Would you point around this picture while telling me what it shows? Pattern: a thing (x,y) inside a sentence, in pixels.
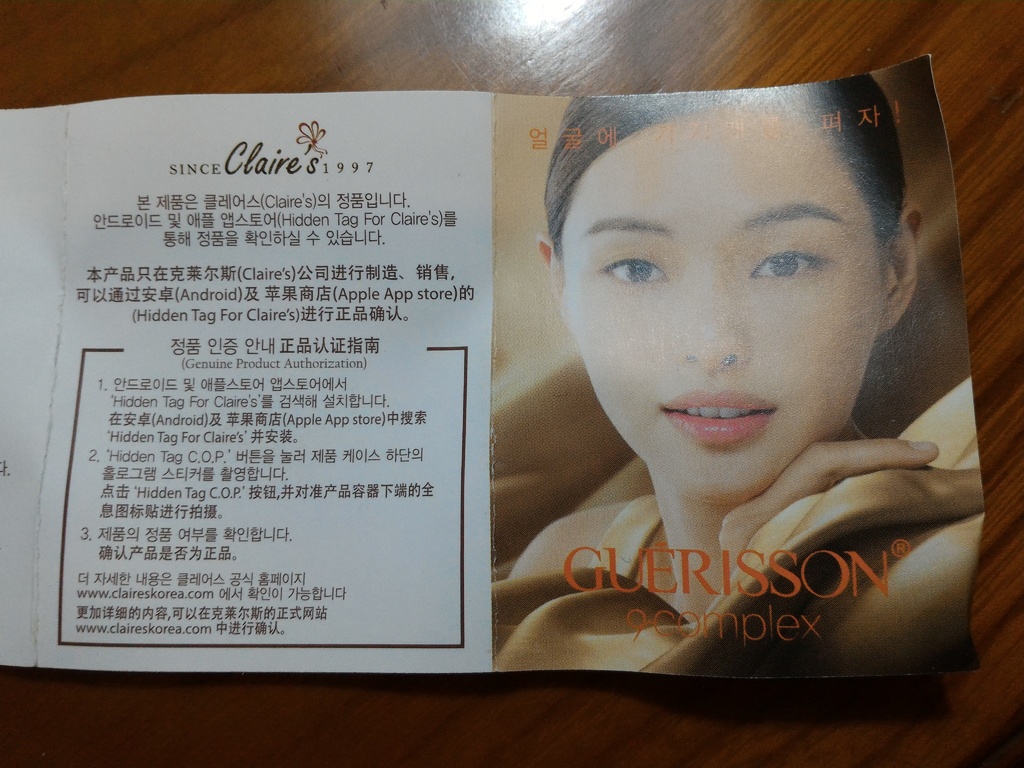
In this image there is a truncated Pamphlet (451,391) on the surface (492,695), there is a person (740,345), text (214,558) on the Pamphlet (461,453).
